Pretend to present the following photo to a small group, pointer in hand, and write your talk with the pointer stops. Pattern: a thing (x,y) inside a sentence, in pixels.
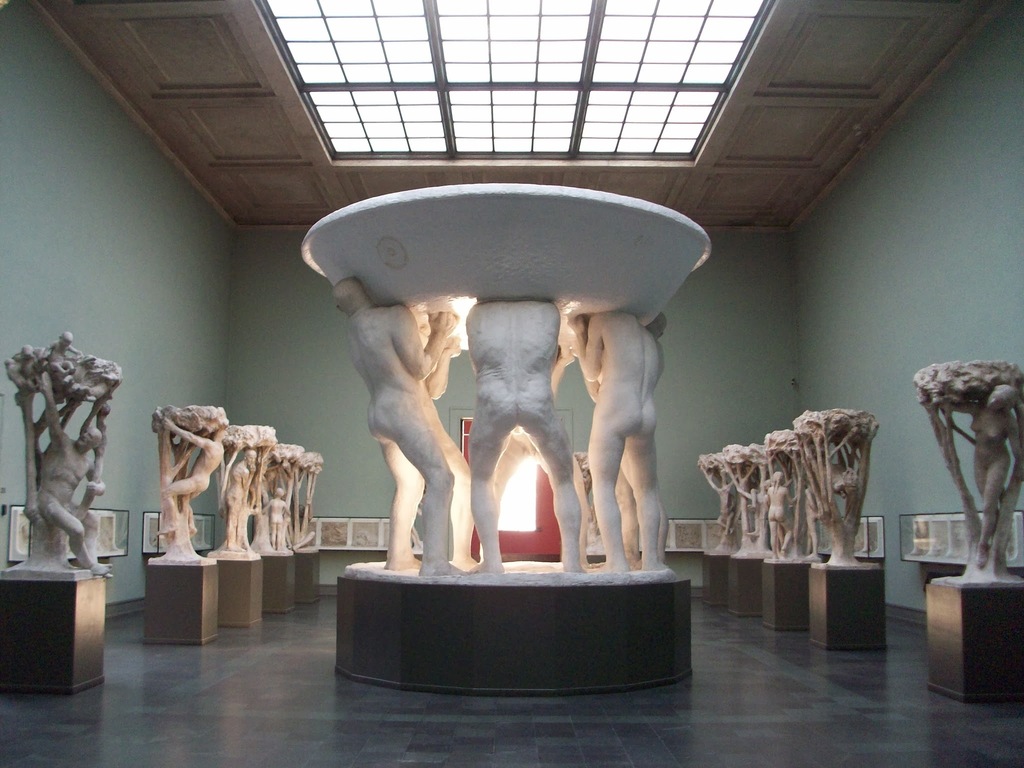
This picture is clicked inside the room (147,663). On both the sides we can see the sculptures (789,493) of persons (246,472) and the sculptures (55,435) of some objects (247,441). In the center (622,370) we can see the sculptures (618,387) of persons (547,347) standing and lifting some object (578,286). In the background (733,303) we can see the wall (695,444) and some other objects (547,497). At the top (436,122) there is a roof (380,110).
